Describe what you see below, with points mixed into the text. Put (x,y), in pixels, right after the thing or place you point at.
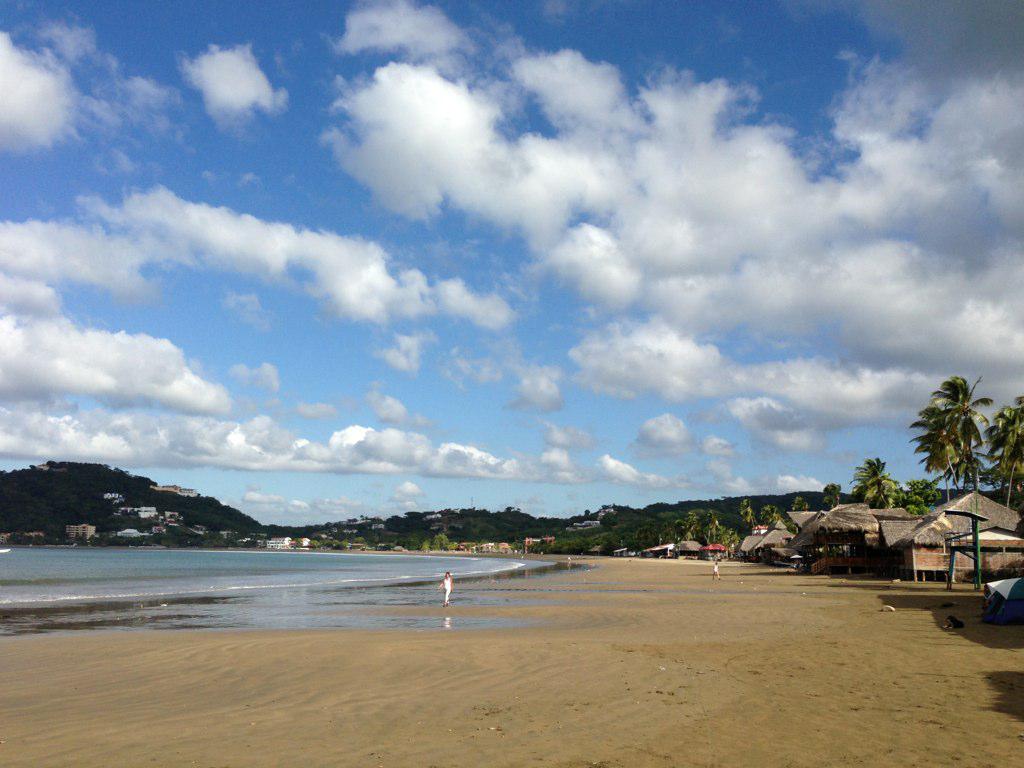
In this picture I can see two persons (447,601) on the side of a beach (428,642). I can see the hill (225,517) in the background (473,525). I can see water (327,565). I can see trees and huts (911,559) on the right side (852,545). I can see water (504,598). I can see clouds (660,282) in the sky (581,247).
